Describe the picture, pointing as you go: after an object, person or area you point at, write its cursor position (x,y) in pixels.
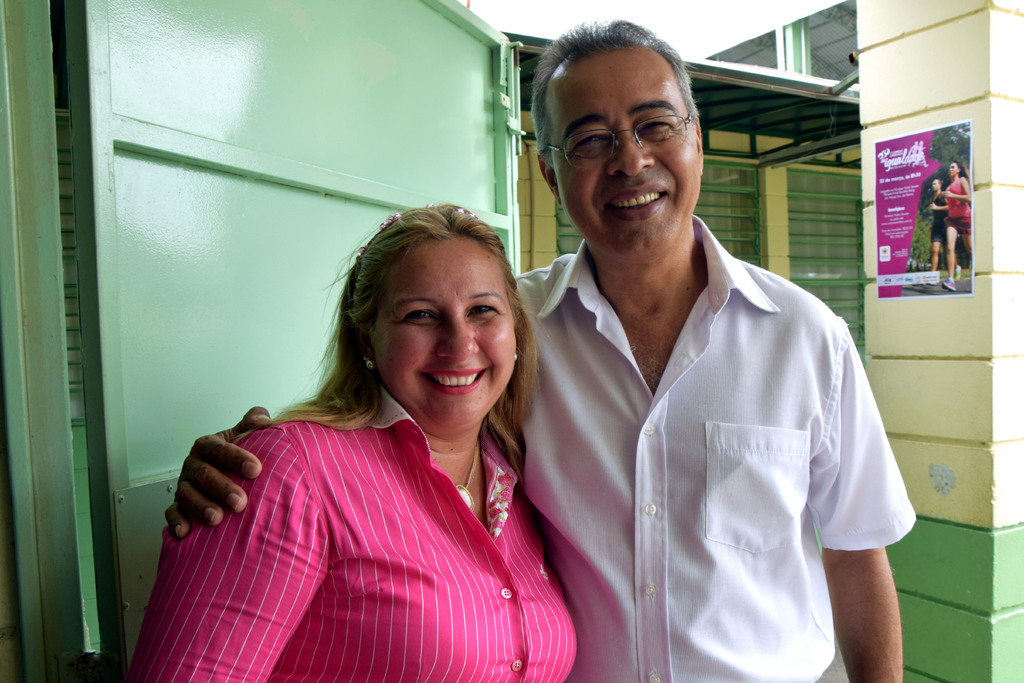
In this image I can see in the middle (439,233) a woman (479,505) is smiling, she is wearing a pink color shirt (382,544). Beside her there is a man (688,455), he is wearing the white color shirt (719,466), on the left side (266,66) it looks like a door (293,236). On the right side (954,152) there is a poster (969,277) sticked to the wall (873,327).
